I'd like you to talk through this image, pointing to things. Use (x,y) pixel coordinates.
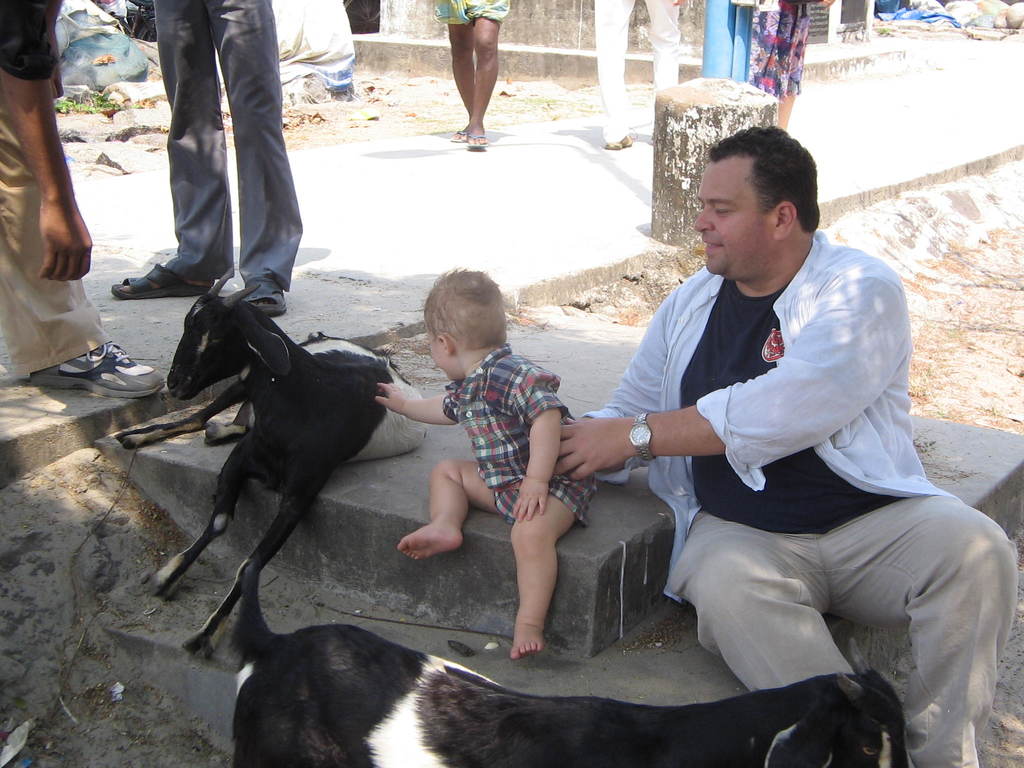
There are steps (641,587). On that a person (663,467) and a small child (495,434) is sitting. Near to the child (497,502) there is a goat (310,404). Also there is another goat (387,648). In the background (227,78) there is a road (544,138) and there are many people (460,132).
